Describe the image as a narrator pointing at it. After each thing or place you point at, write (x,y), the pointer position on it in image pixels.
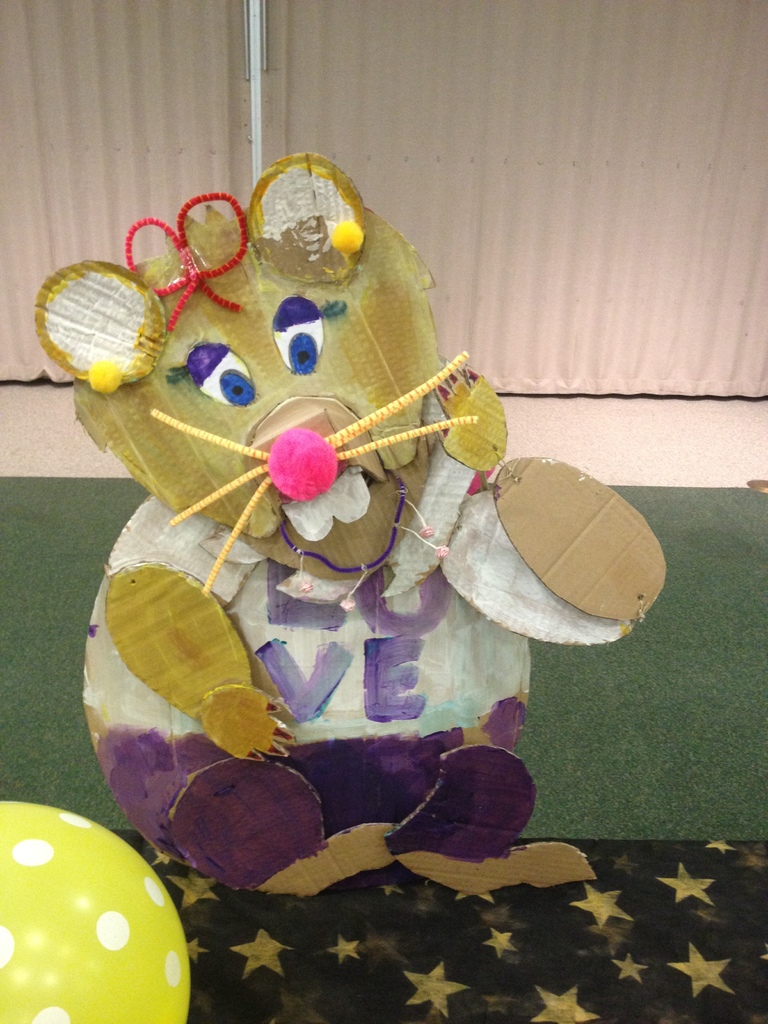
In this picture we can see a toy (302,483) on the path (761,497) and in front of the toy (246,846) there is a balloon (120,917) and a cloth (321,898). Behind the toy (299,498) there's a wall (9,62) and it looks like a door (419,88).
